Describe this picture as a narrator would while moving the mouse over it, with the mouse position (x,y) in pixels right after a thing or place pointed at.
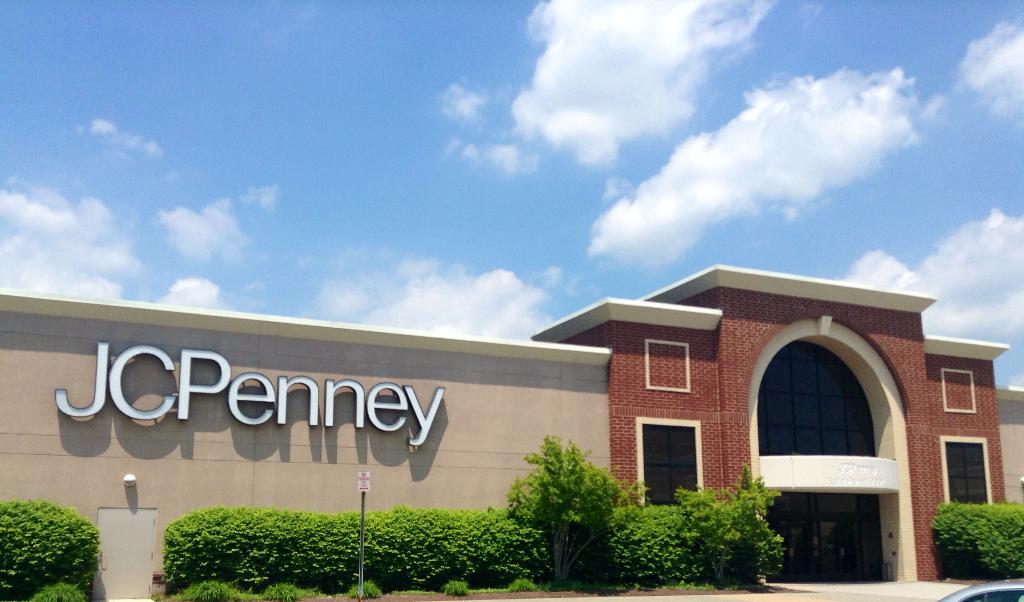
In this picture we can see buildings (762,413). On the bottom (1020,538) we can see plants (1020,538), trees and sign board (361,574). Here we can see door (127,533) near to the plant (27,520). At the top (604,67) we can see sky (420,114) and clouds (44,221).
